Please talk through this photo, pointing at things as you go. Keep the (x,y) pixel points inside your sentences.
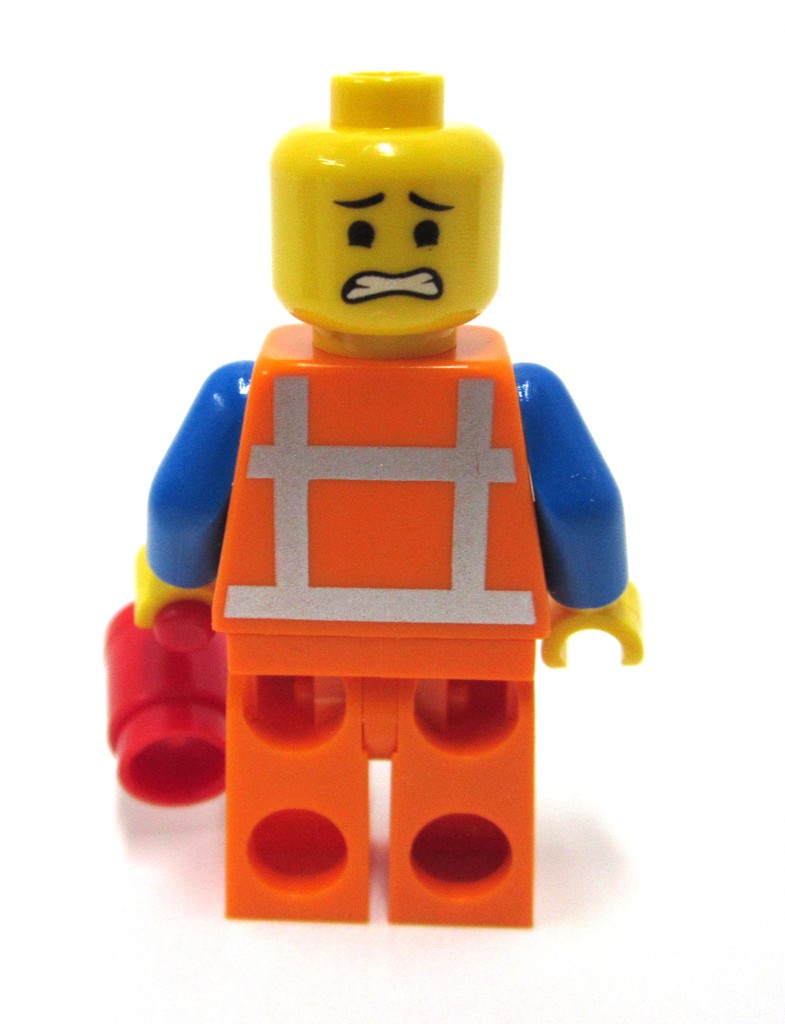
In the center of the image (293,456) there is a toy (298,494).
